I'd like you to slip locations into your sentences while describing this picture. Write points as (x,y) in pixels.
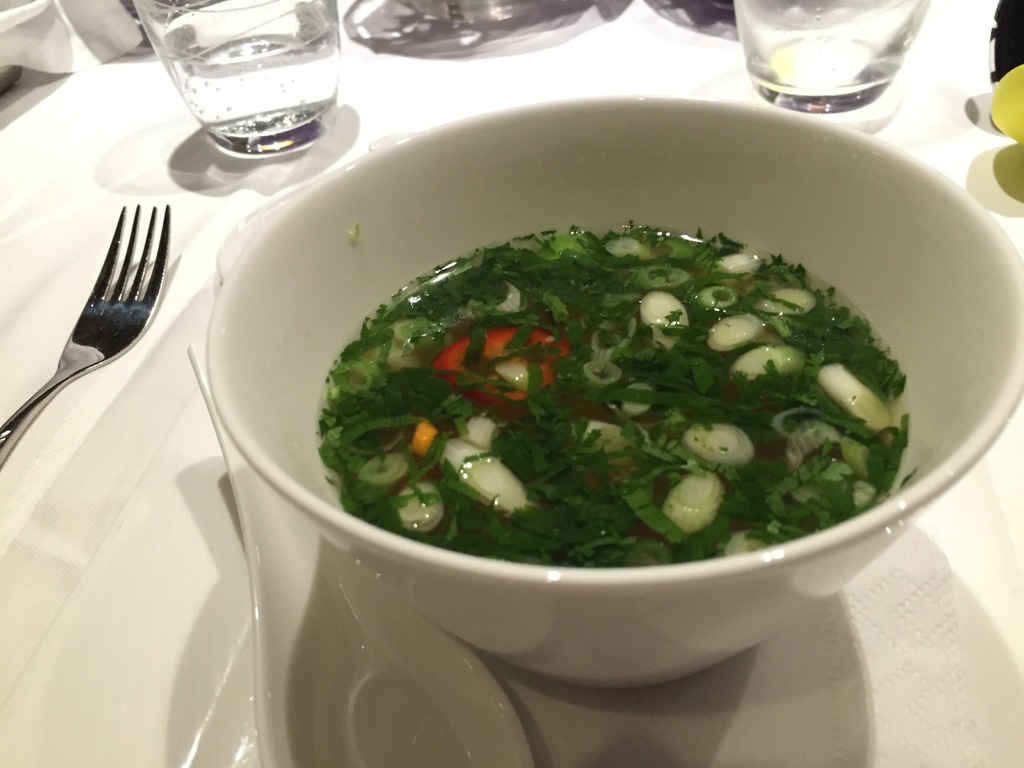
We can see bowl (695,430) with soup (593,529), spoon (286,558), fork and glasses (163,34) on table (70,198).
